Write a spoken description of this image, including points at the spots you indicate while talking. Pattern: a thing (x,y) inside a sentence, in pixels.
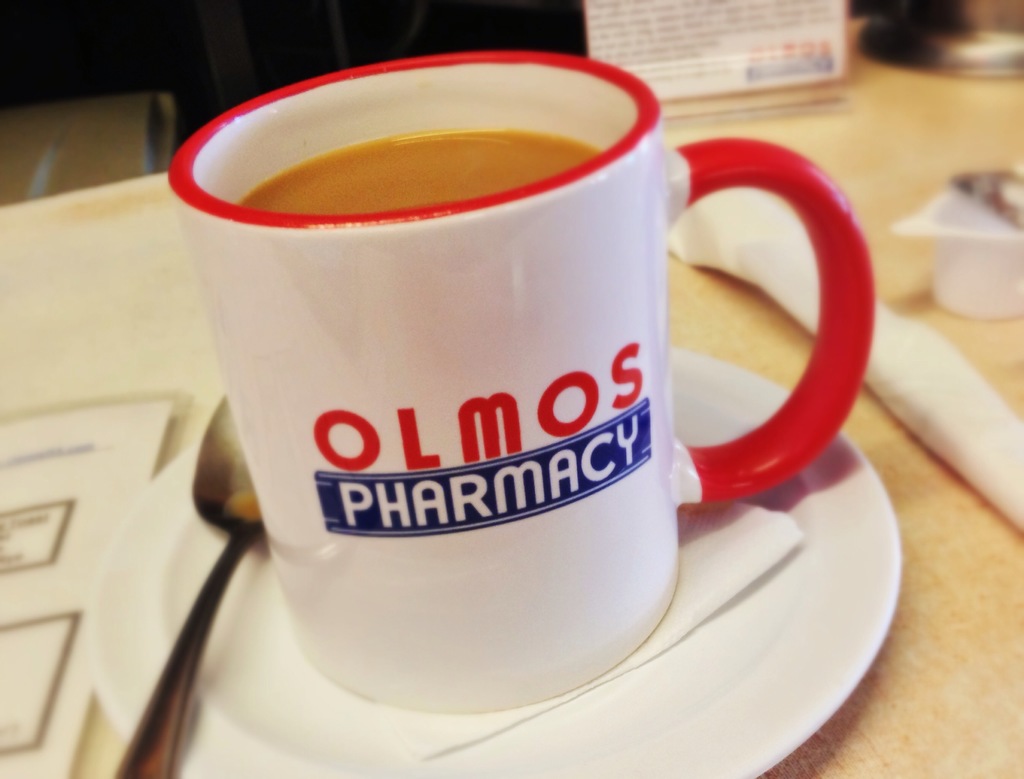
In this image I can see a white colour plate (630,739), a spoon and a white colour mug (398,358). In the mug (527,183) I can see brown colour thing (424,164). On the right of this image (1004,439) I can see few white colour things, a white colour board (713,57) and on it I can see something is written. I can also see a paper (9,451) on the bottom left side of this image (73,623) and on the mug (480,350) I can see something is written.
